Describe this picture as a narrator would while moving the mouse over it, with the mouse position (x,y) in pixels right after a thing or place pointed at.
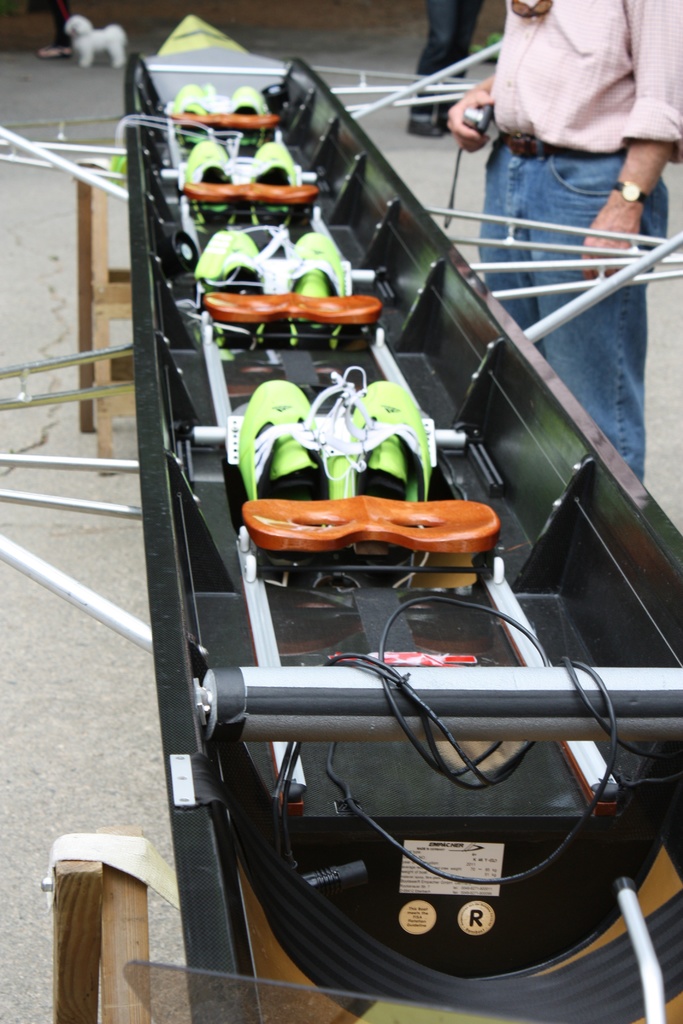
In this image I see the black color thing (239,82) on which there are shoes (294,411) and I see the wires (429,754) over here and I see a man (638,23) over here who is holding a thing (460,154) in his hand (474,103) and I see the path (16,208). In the background (89,31) I see a dog (88,43) over here which is of white in color.
